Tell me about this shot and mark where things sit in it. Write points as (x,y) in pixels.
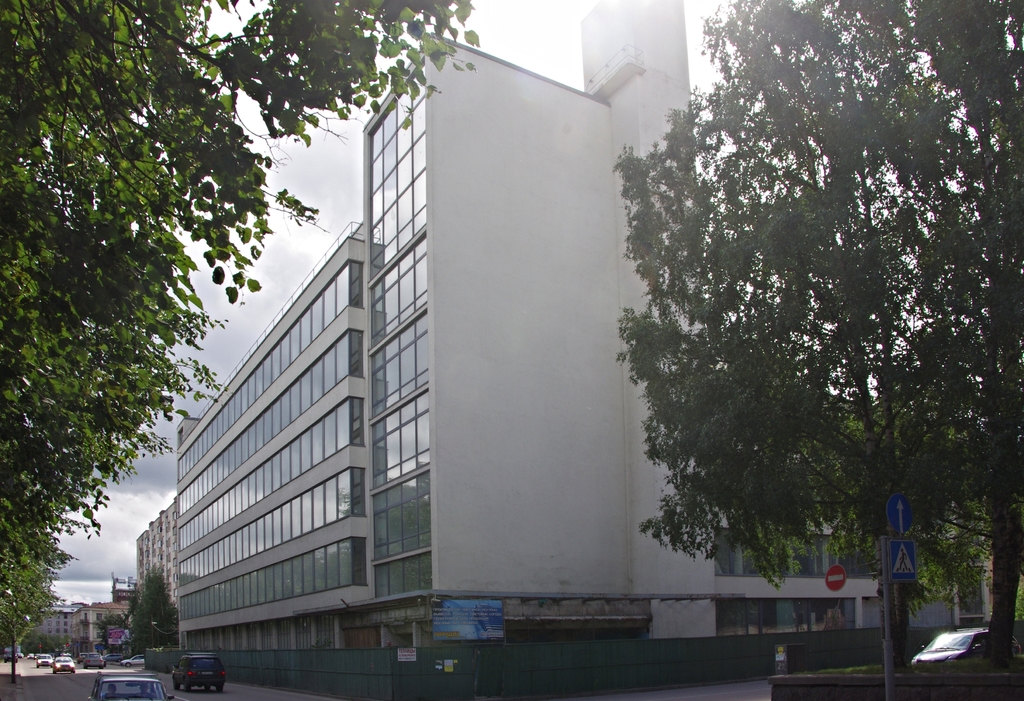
In the center of the image (460,300) there is a building (388,486). At the bottom of the image (41,676) we can see cars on the road (22,676). On the right (907,252) and left side of the image (100,214) we can see trees (8,326). In the background (568,40) we can see sky (259,307) and clouds (258,263).
